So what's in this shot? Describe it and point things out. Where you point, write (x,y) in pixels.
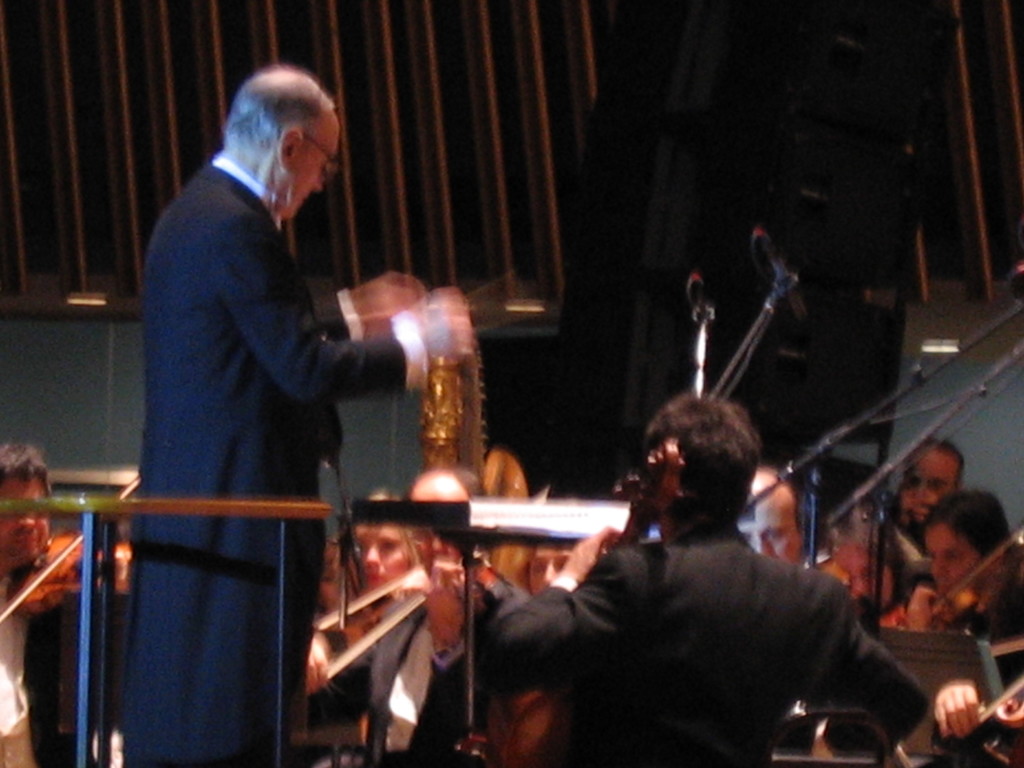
In the image we can see there are people (712,463) sitting and one is standing, they are wearing clothes (249,407). We can even see microphones (846,432) and musical instruments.
